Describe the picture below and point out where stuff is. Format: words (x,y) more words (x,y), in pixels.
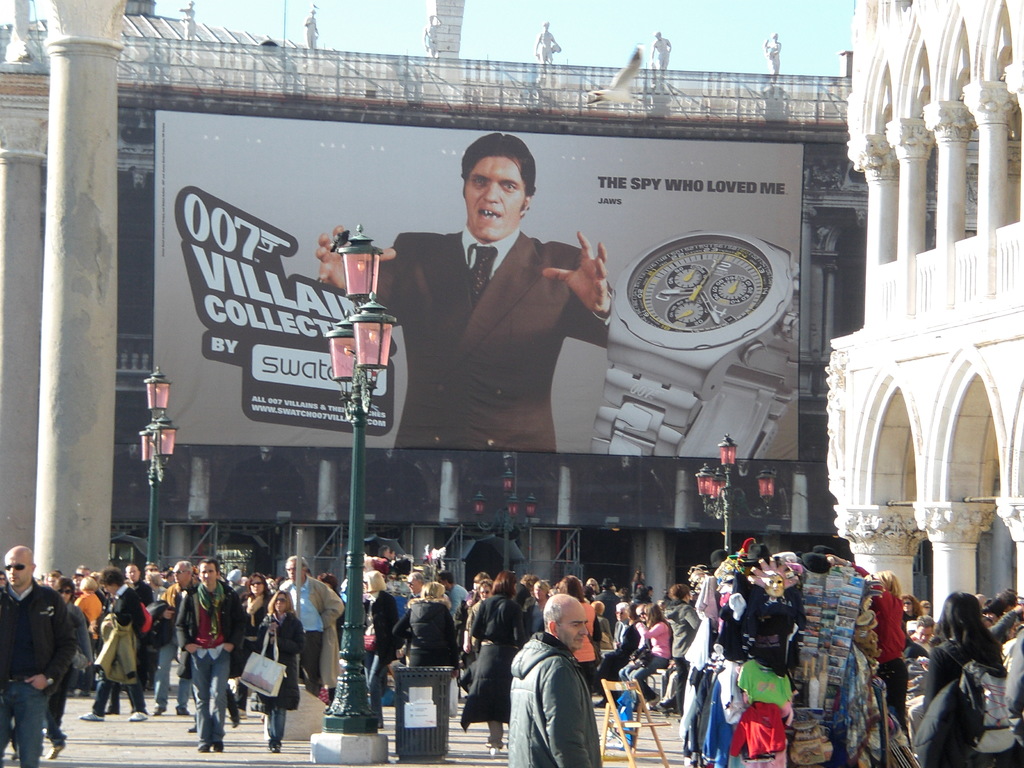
In this image I can see at the bottom (635,668) a group of people (543,681) are walking, in the middle (461,288) there are lamps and there is a hoarding (573,342) on the wall (321,470) of a building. At the top (540,58) there are statues (772,71) and there is the sky (614,60).
